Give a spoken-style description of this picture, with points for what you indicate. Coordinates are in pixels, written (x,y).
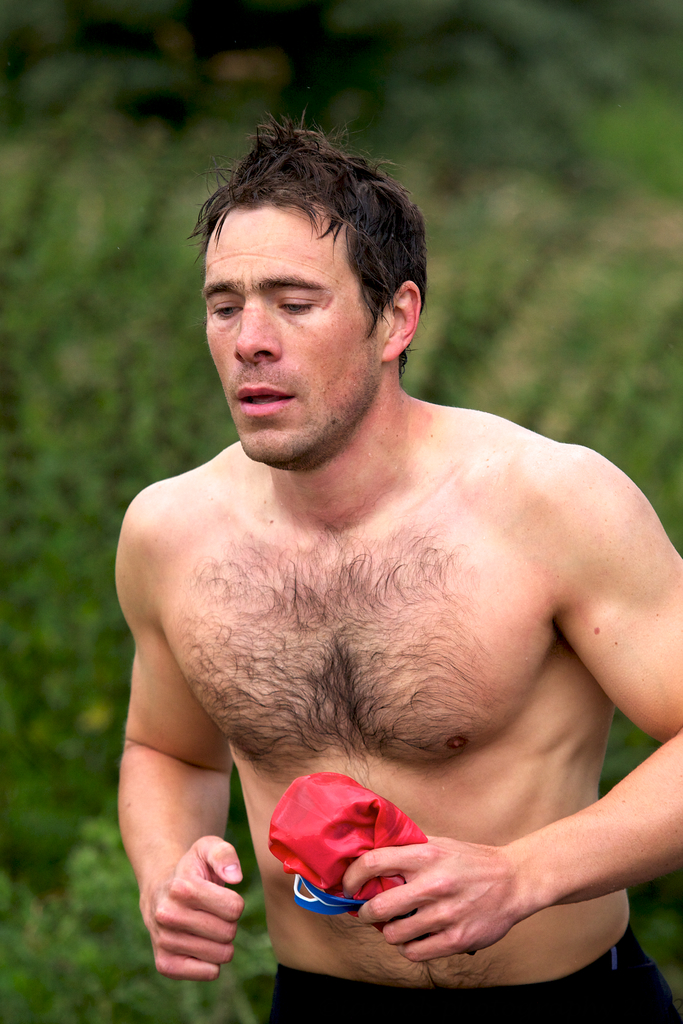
In this image I can see a person (354,214) holding a red and blue color cloth (326,788). Background (119,169) is in green color.
